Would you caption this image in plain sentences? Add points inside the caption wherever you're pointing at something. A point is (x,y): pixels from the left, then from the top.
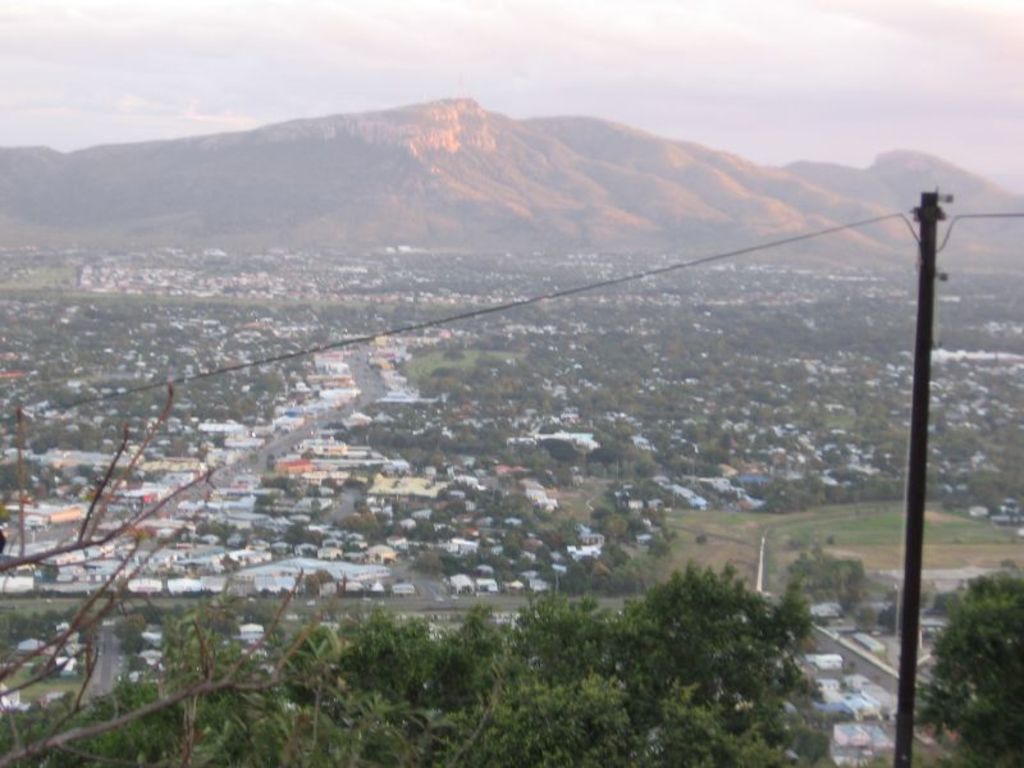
On the right side (929,289), there is a pole (924,274) having a cable (772,244). In the background (987,340), there are buildings (476,271), trees (845,467) and mountains (1008,253) on the ground (751,574) and there are clouds (761,44) in the sky (961,51).
